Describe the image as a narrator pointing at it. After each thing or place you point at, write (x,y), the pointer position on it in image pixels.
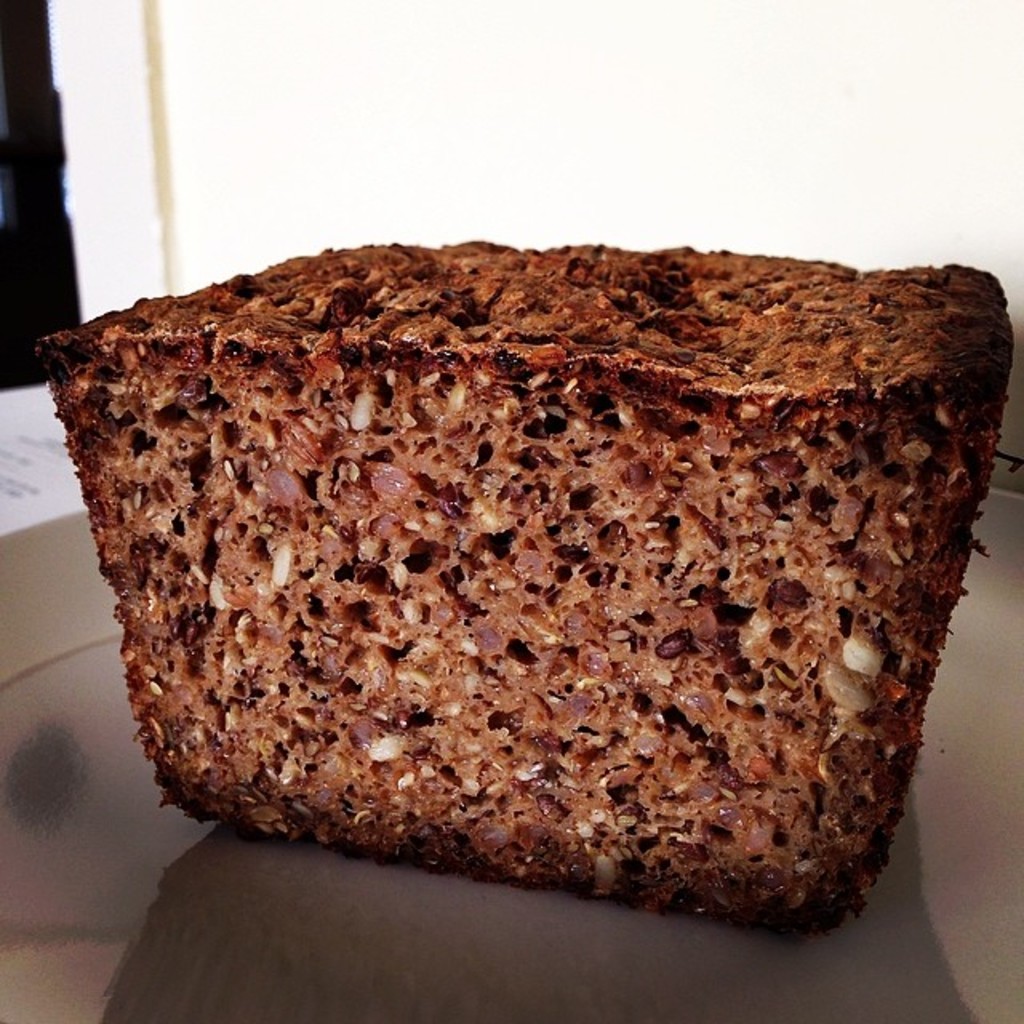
In the image we can see a food item (483,646) on the plate (134,865) and we can see the wall (498,204).
